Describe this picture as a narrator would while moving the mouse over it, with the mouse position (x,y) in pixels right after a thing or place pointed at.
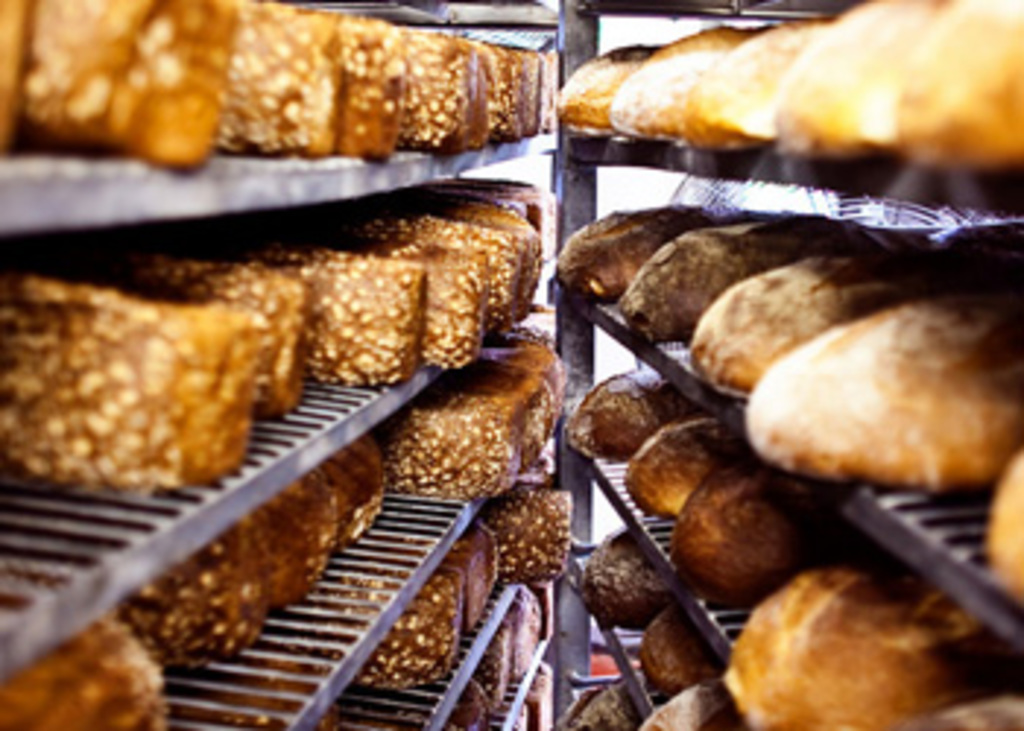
In this image we can see group of food items (315,521) in racks (444,530).
